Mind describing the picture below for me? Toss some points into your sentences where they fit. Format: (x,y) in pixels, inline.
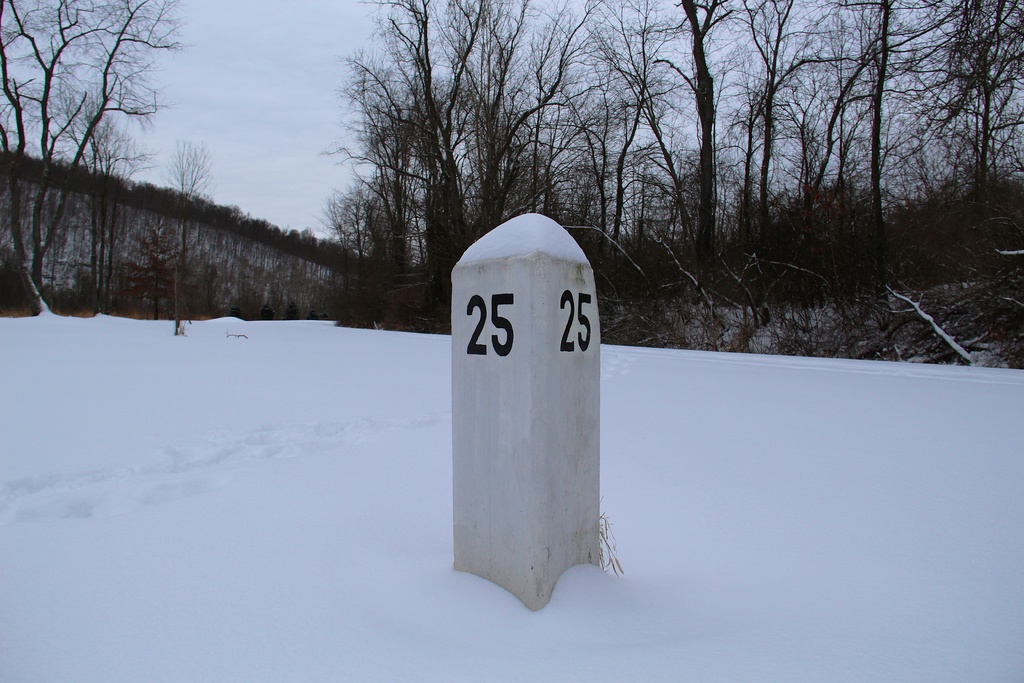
In this picture we can see a pole (483,393), on this pole (488,391) we can see some numbers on it, here we can see snow (710,380), trees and we can see sky (306,107) in the background (345,160).
